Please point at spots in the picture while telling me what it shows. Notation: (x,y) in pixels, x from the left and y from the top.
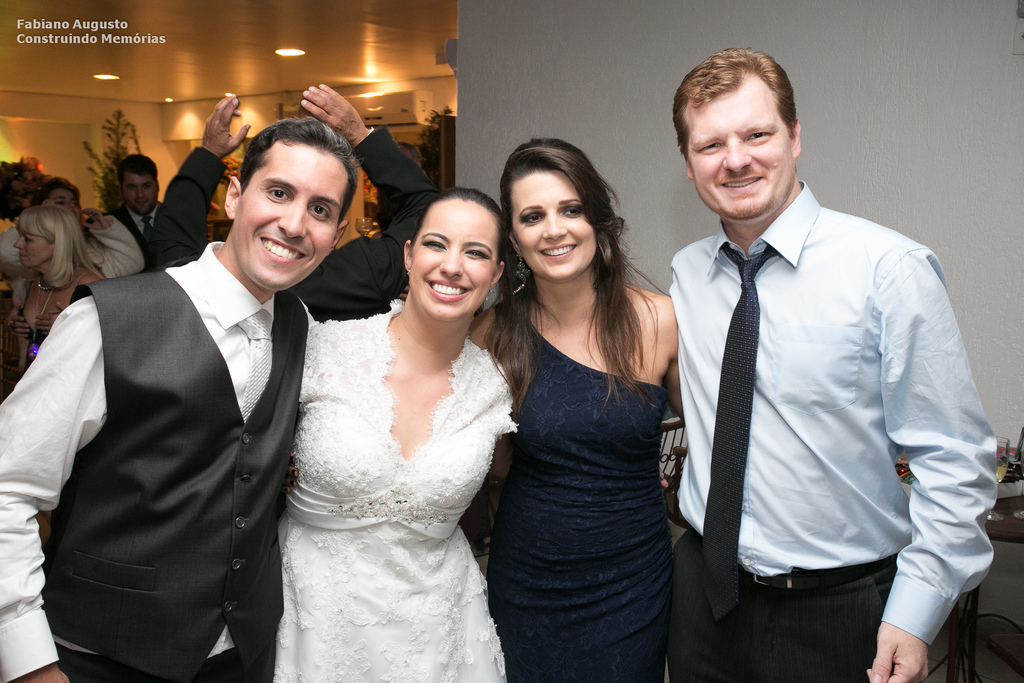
In this image we can see some people (423,319). In the background of the image (275,116) there are some people (181,178), plants (13,164), wall (627,119), lights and other objects (453,45). On the image there is a watermark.
